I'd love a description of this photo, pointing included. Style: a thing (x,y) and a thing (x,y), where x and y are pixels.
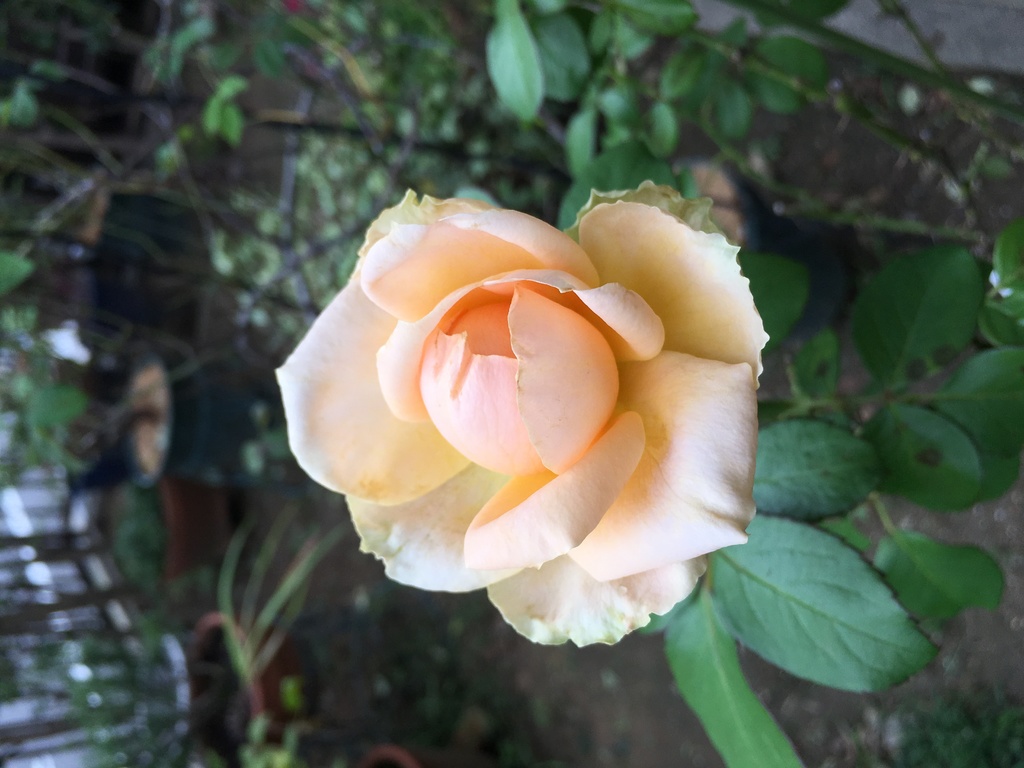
In this image we can see a rose flower (564,410). In the background (464,161) there are plants (919,541) and we can see flower pots (202,496).
